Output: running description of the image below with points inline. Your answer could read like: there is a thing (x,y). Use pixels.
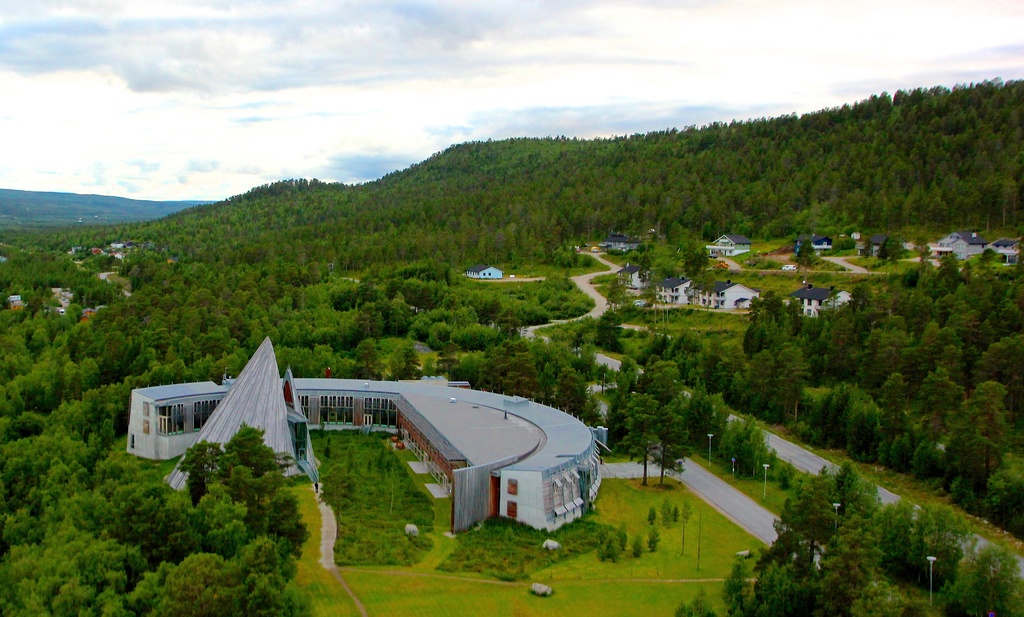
This is an aerial view in this image there are houses (818,247) and an architecture (556,514) and trees (224,291), mountains (308,222) and the sky (178,132).
